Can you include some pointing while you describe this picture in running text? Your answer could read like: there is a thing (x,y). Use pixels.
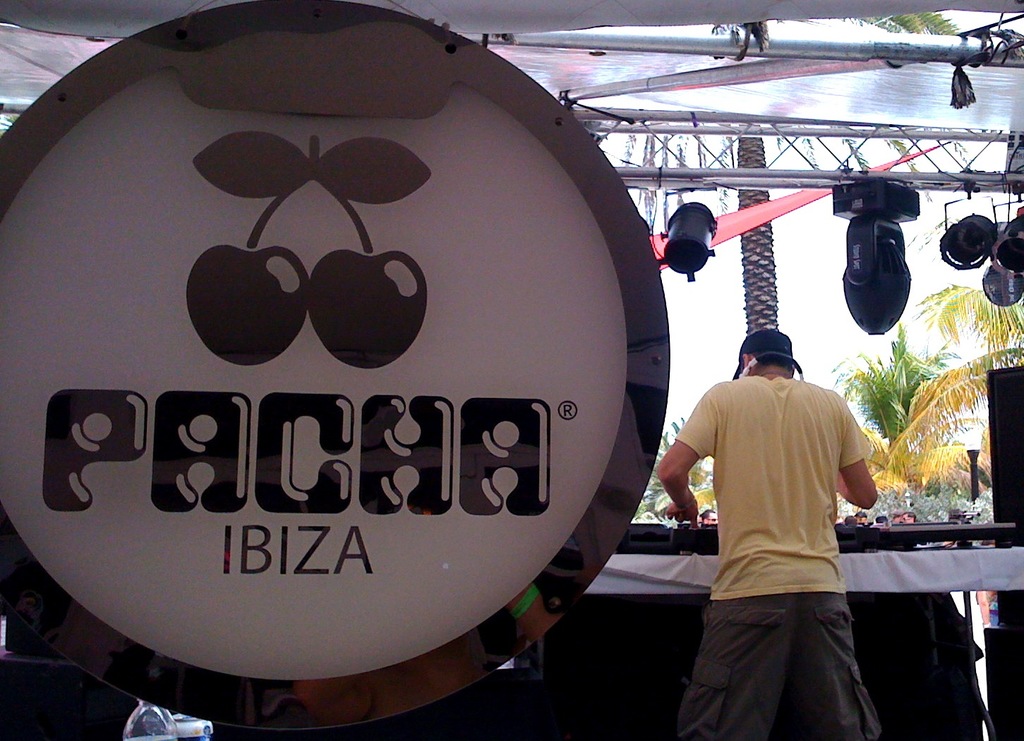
On the left side of the image (220,295) we can see a board (183,359), bottle (166,732) are present. On the right side of the image (811,400) we can see a person (760,472) is standing and trees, tent (914,99), rods (922,57), lights (883,272), some persons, speaker (1012,667), cloth (975,586) are present. In the middle of the image (670,328) sky (706,307) is there.
